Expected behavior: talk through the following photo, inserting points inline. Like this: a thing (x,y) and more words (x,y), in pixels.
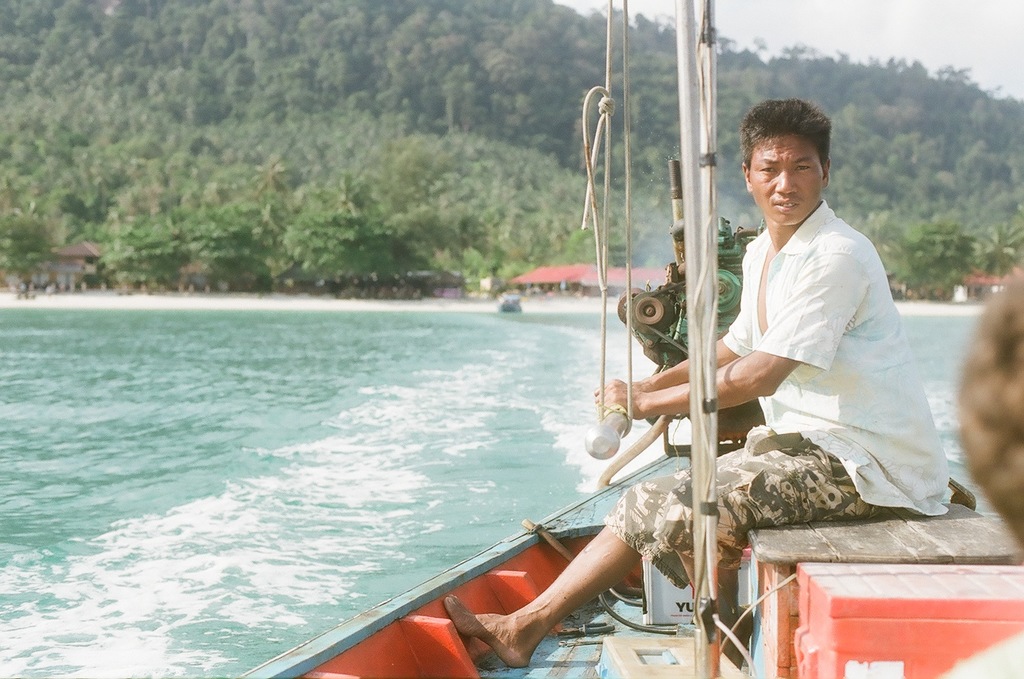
In this picture on the right side (845,476) one person (727,455) is sitting on the boat (690,195) and there are many trees (513,83) on the backside (874,169).
